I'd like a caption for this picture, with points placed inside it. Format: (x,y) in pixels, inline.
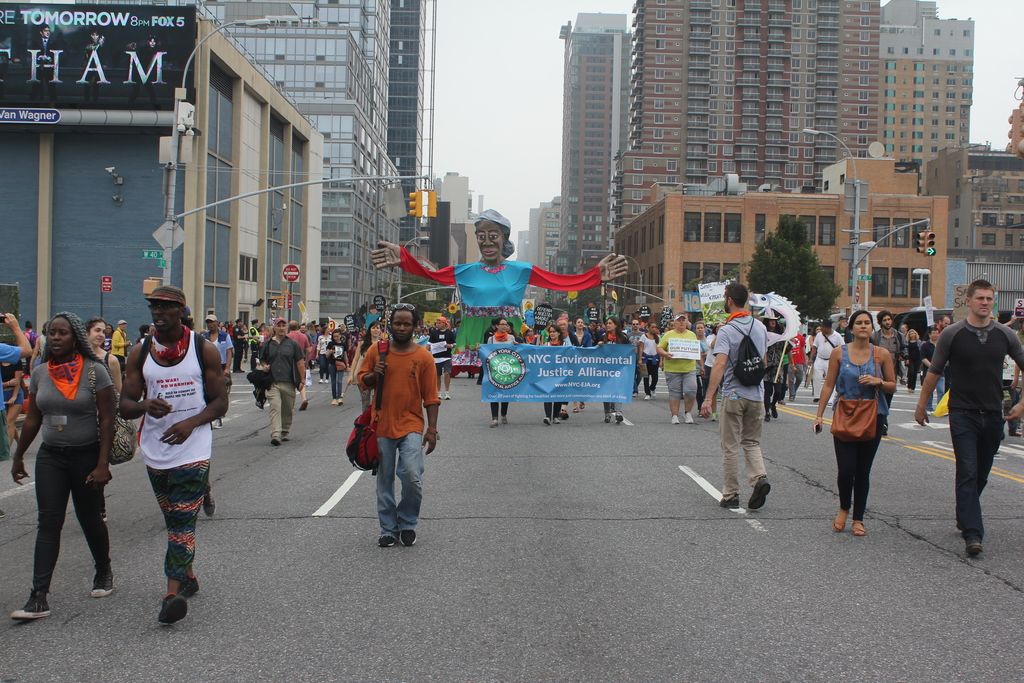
In this image we can see some people (668,349) walking on a road (500,474), a few of them are holding banners (572,388) and a few of them are wearing handbag (873,422) and a few of them are wearing backpack (750,350), there are traffic signals (421,209), street light (856,238), sign boards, buildings (544,232) and sky (516,77) in the background (551,293).
